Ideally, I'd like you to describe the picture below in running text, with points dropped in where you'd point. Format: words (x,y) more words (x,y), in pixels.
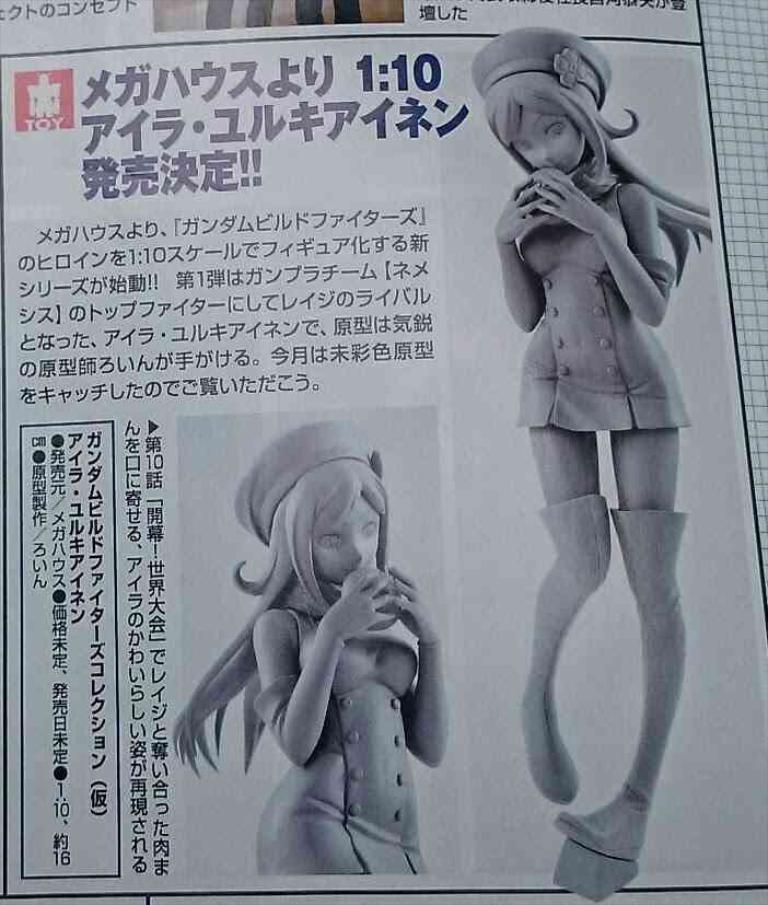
In this picture we can see a poster (401,147), on this poster (421,381) we can see people (611,354) and text (294,220).
